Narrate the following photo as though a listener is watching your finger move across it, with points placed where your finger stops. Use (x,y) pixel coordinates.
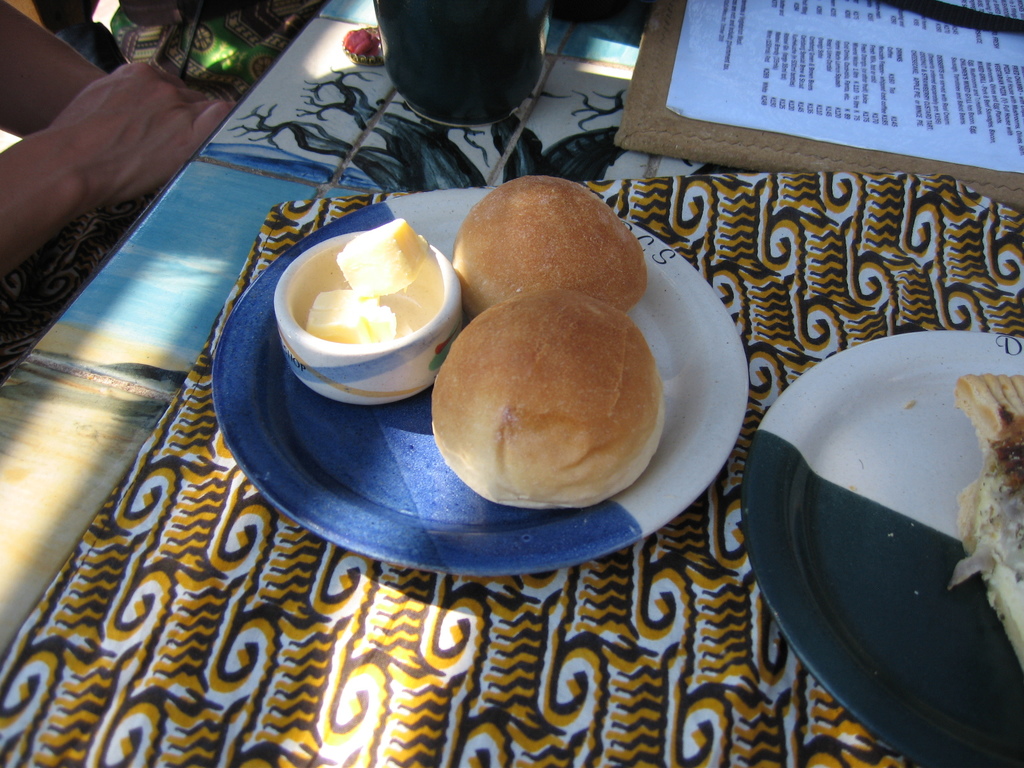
On the table (548,118) we can see plates (860,483), bread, bowl (435,340), cup (426,75), pad (645,145), paper (964,153), mat (920,230), cloth (830,249), butter (360,263), food (1014,607) and other objects (762,435). On the top left corner (143,180) there is a person's hand (110,80) who is resting on the table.
